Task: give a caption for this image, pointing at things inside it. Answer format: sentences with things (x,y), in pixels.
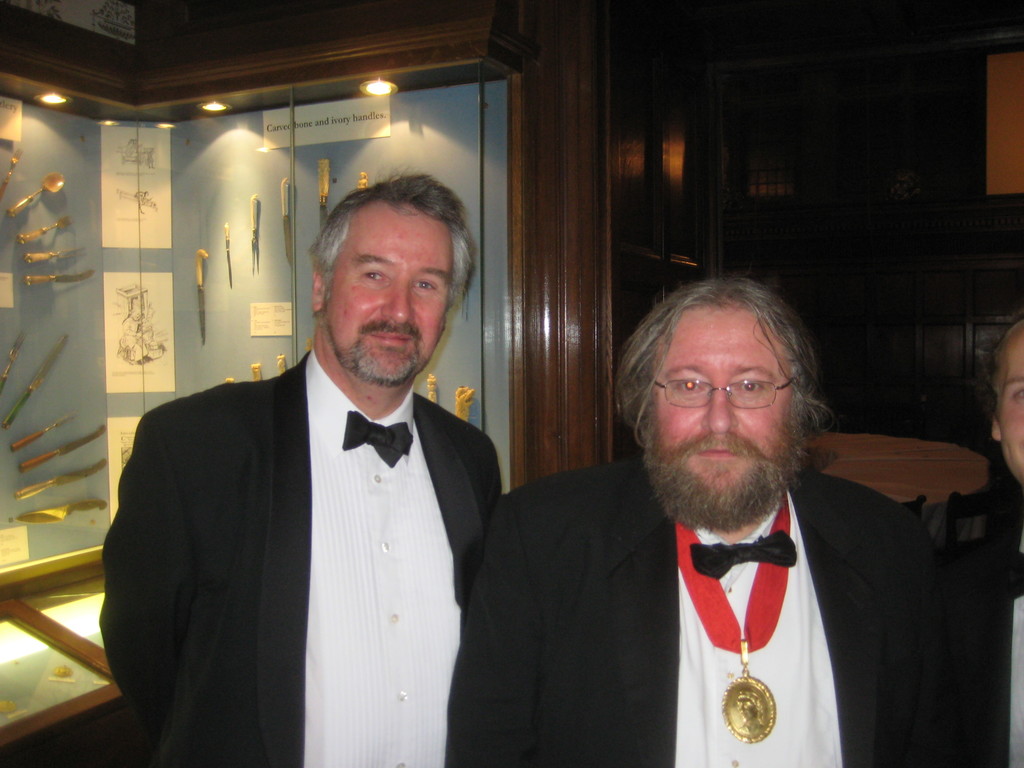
In this image I can see three persons (400,400), backside of them I can see rack (162,115), in the rack (221,153) I can see knives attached to the wall (463,109) and there is a lighting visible at the top (378,94).
